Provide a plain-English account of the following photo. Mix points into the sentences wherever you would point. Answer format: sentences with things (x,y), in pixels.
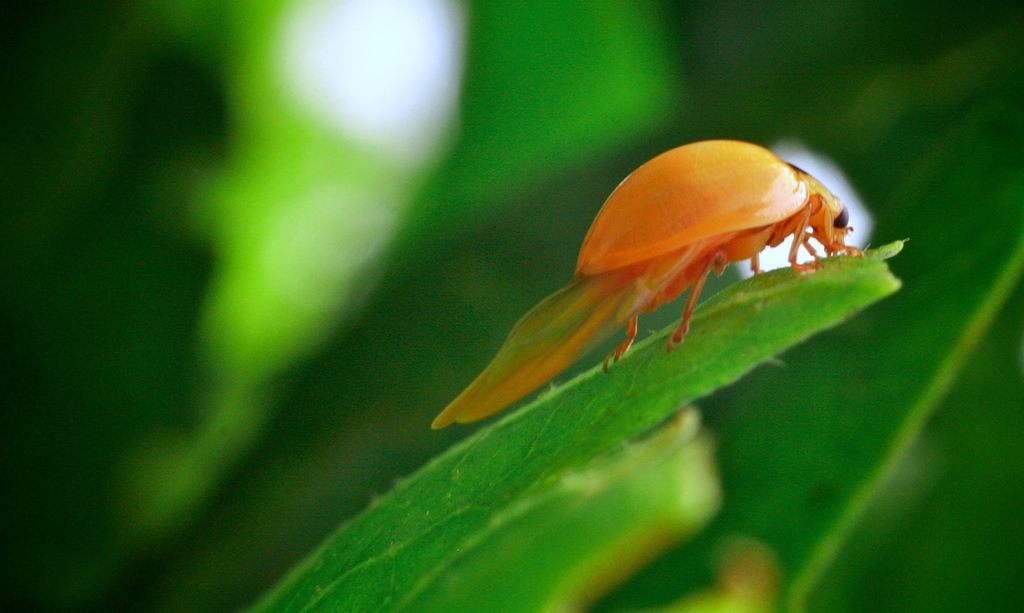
In this picture we can see an insect (688,315) on a leaf (612,362) and in the background (981,416) it is blurry.
